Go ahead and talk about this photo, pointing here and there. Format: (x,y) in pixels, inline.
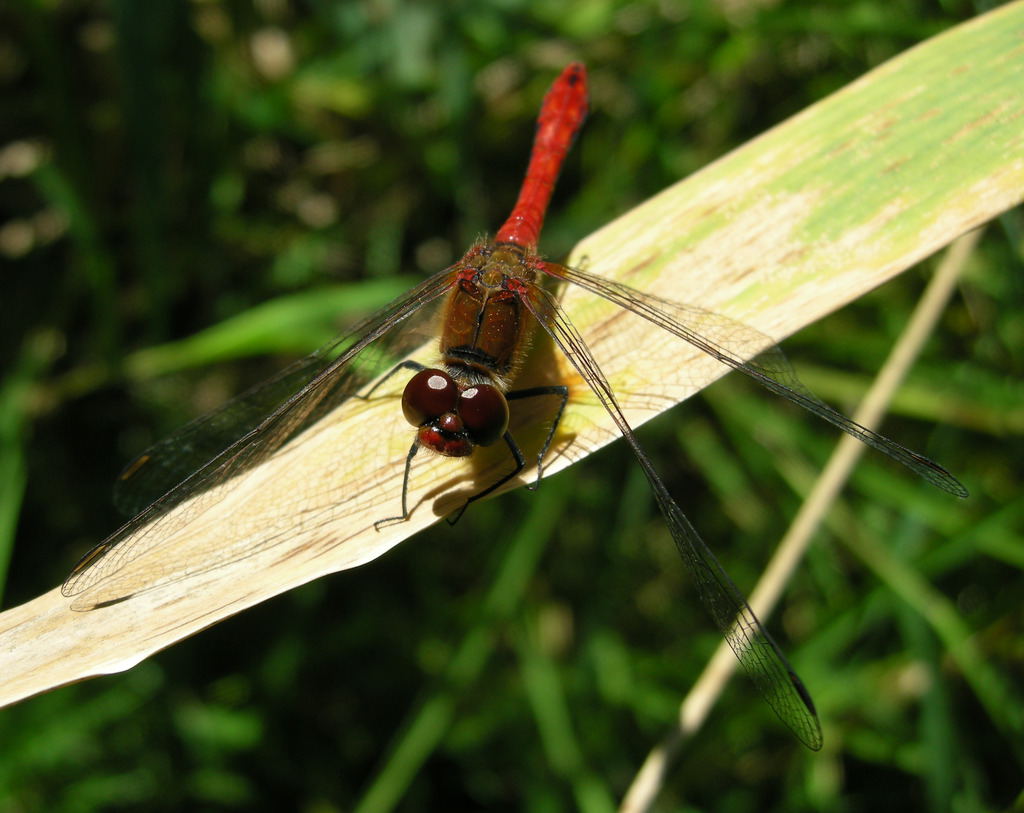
In this picture we can see an insect (396,371) on a leaf (645,248) and in the background (115,174) we can see trees (691,110) and it is blurry.
